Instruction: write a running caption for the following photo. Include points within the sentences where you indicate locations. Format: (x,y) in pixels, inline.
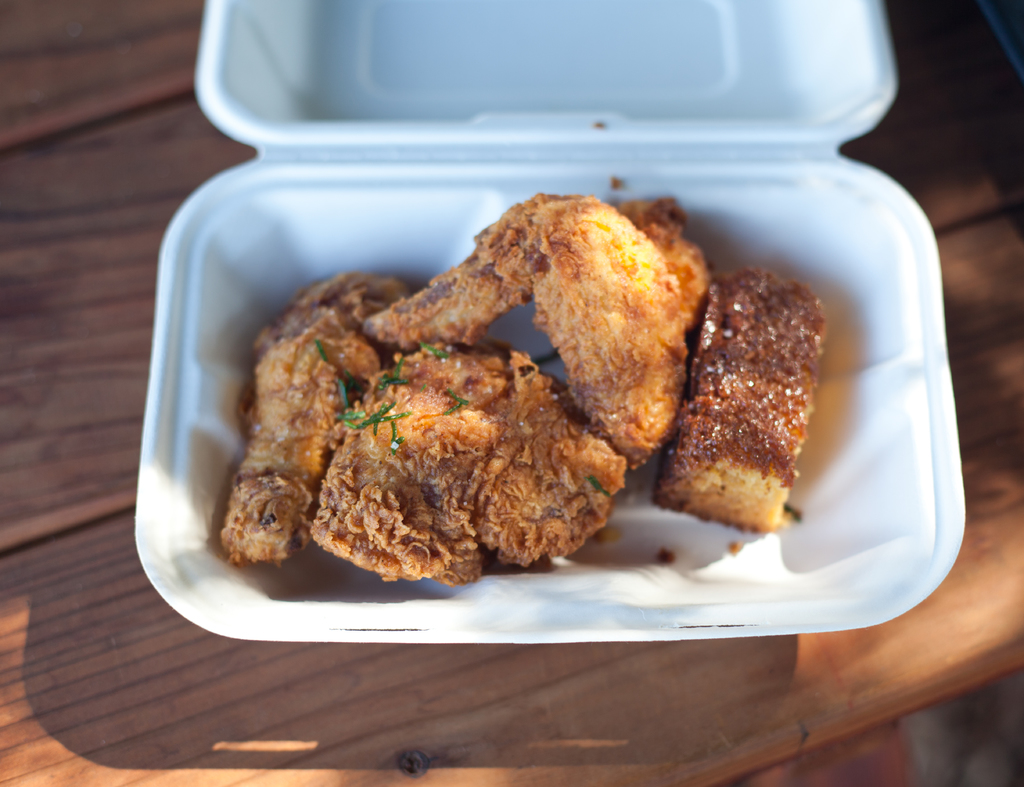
In this picture we can observe some food (386,363) placed in the white color box (276,266). The food (404,299) is in brown color. The box (171,424) was placed on the brown color table (145,620).
